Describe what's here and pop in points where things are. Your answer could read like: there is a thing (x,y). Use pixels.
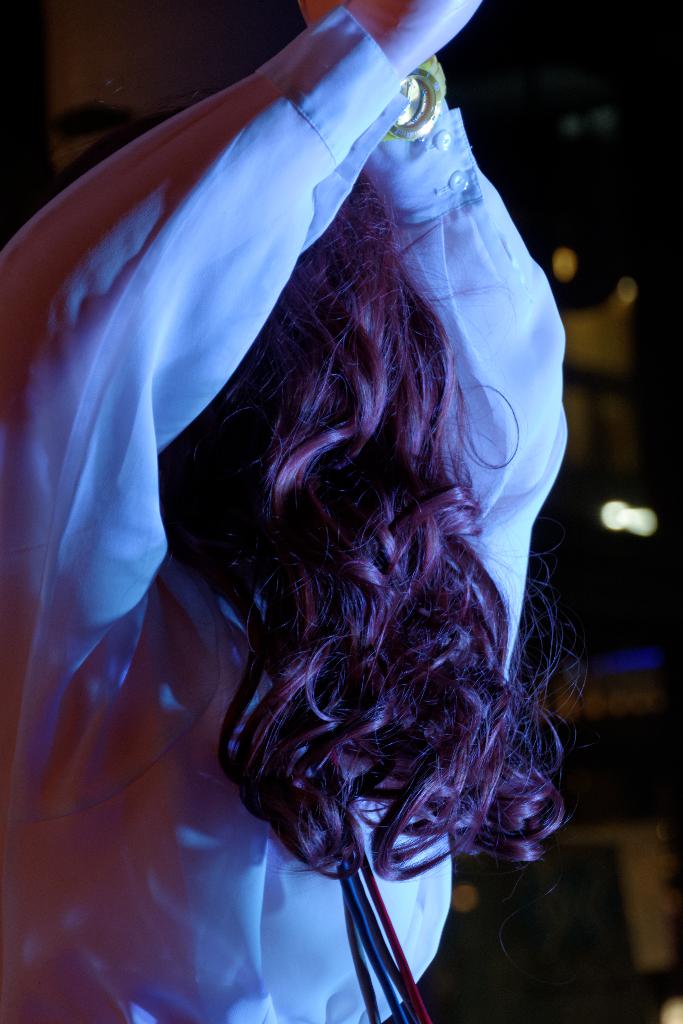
In this picture there is a person (387,619). In the background of the image (607,352) it is blurry and dark.
